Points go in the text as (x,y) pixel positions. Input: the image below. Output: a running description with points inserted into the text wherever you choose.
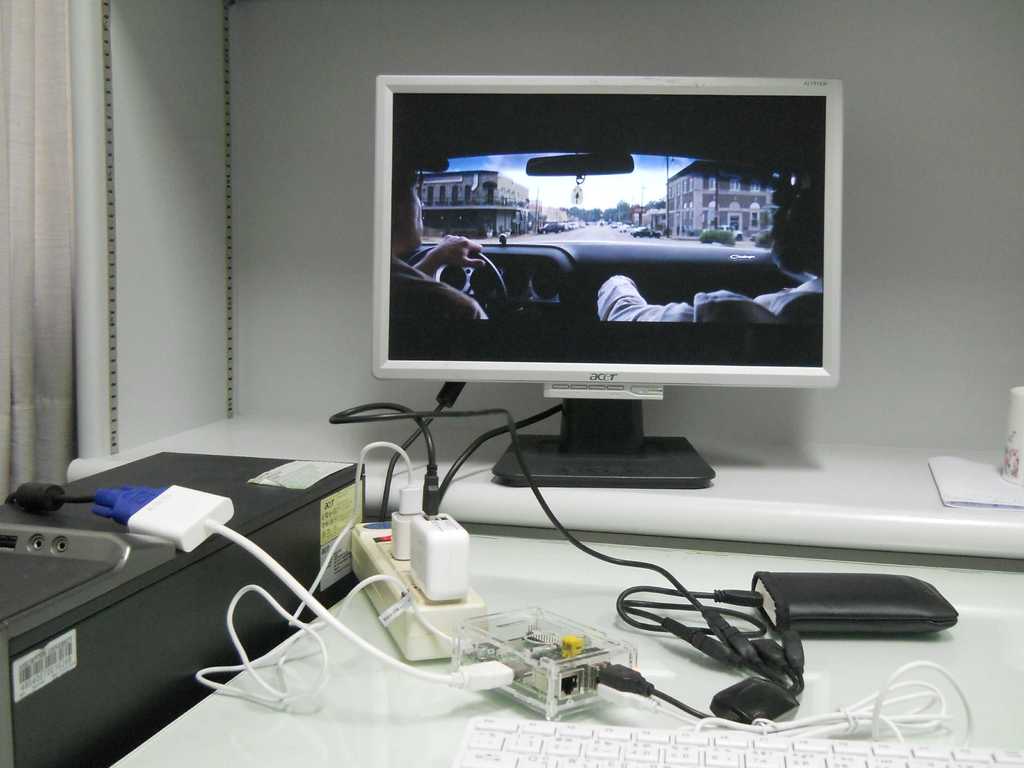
This image consists of a monitor (625,250). In the front (368,591), there are chargers (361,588) and CPUs (197,565) along with a power bank (896,626) and keyboard (647,752). In the background (236,397), there is a wall (90,378). To the left (37,167), there is a curtain (37,167).
